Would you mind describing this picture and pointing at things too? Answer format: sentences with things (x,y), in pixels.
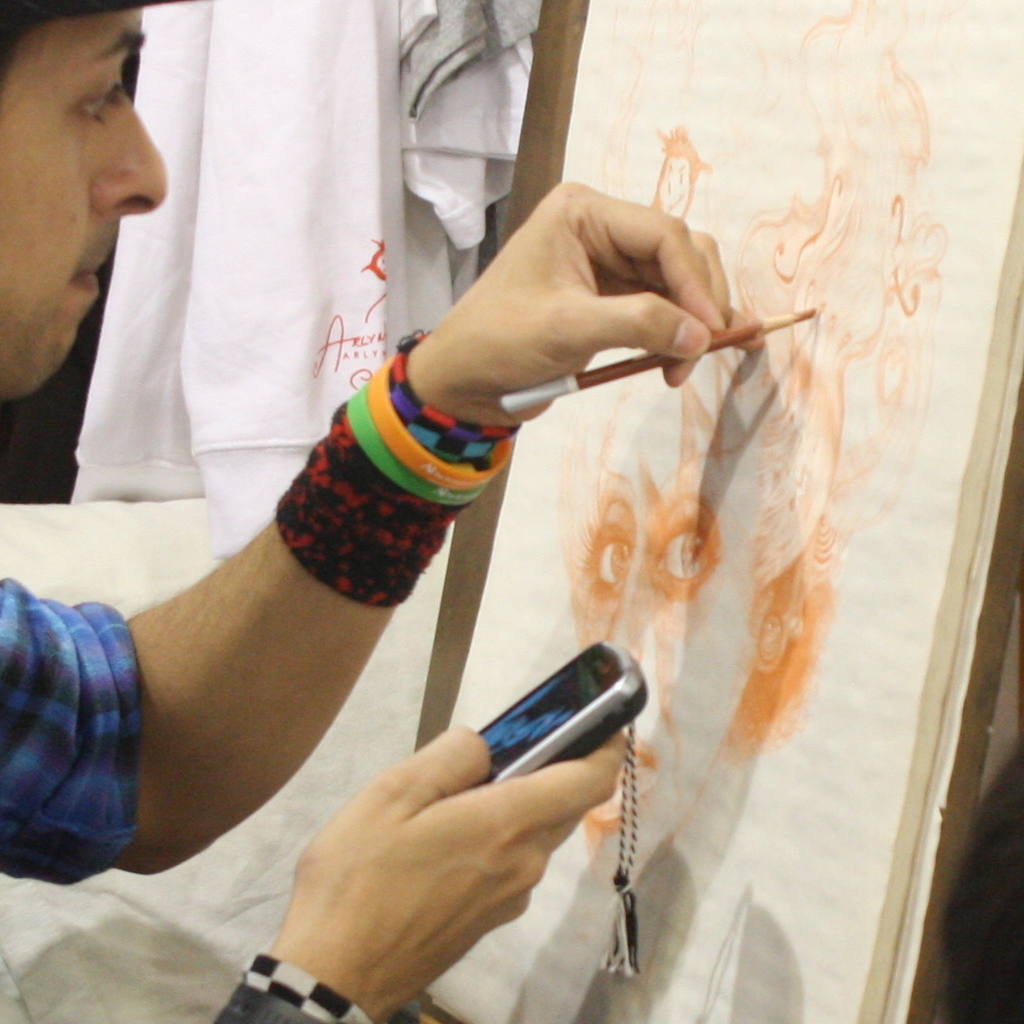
In this image we can see a person (310,471) painting on a paper (636,569), in his hand (526,889), we can see a mobile (603,726), and a pencil (579,386), there is a board (973,812), and clothes (273,232).
